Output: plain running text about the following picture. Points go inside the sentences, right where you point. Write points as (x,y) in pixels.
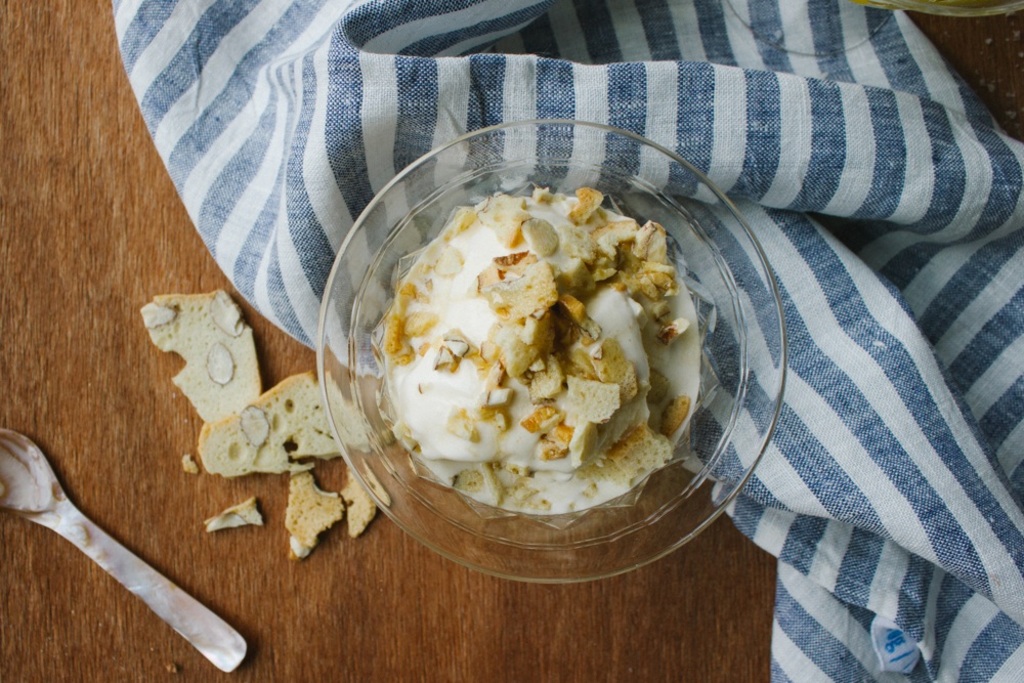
The food (672,417) is highlighted in this picture. The food (615,432) is presented in a bowl (655,479). Beside this bowl (480,179) there is a cloth (944,306). This is spoon (160,589).
